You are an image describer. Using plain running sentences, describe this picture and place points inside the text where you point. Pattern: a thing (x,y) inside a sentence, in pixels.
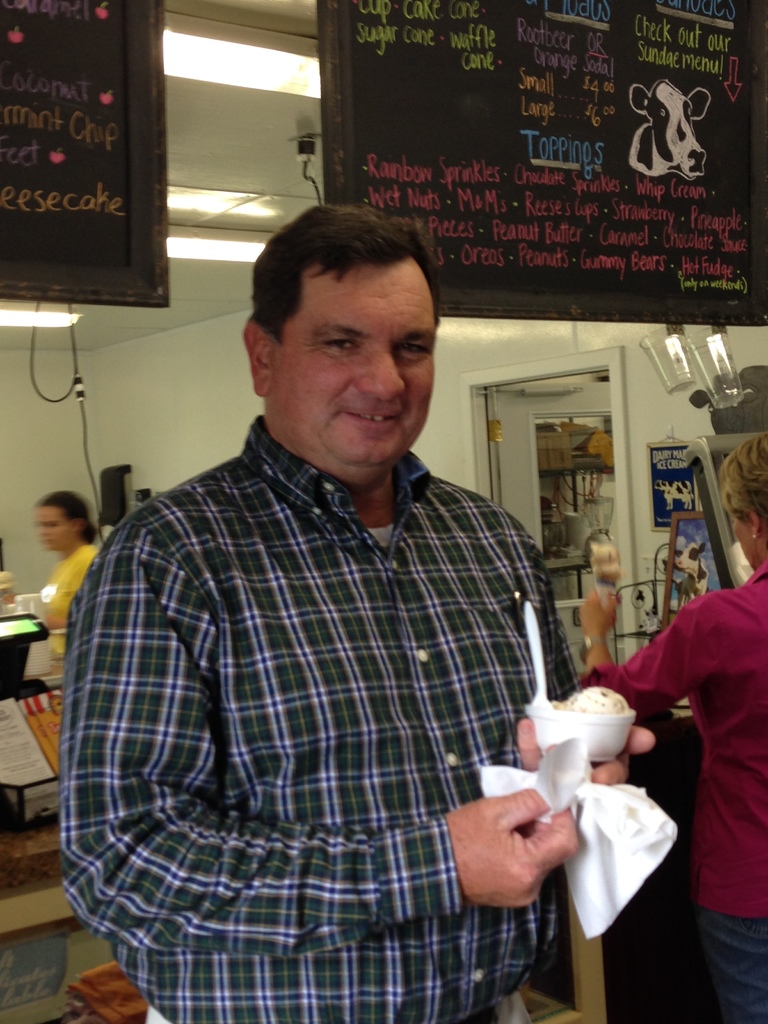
In this picture I can see there is a man (550,589) standing, he is wearing a shirt (566,680) and he is holding a cup of ice cream (594,688) and it has a spoon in it. There are few tissues (604,873) in his right hand (475,854) and there is a woman (731,470) on to right (742,464) and there is another woman (68,517) in the backdrop (47,529) and there are few board (72,199) attached to the wall (182,326) and there are lights (225,260) attached to the ceiling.
